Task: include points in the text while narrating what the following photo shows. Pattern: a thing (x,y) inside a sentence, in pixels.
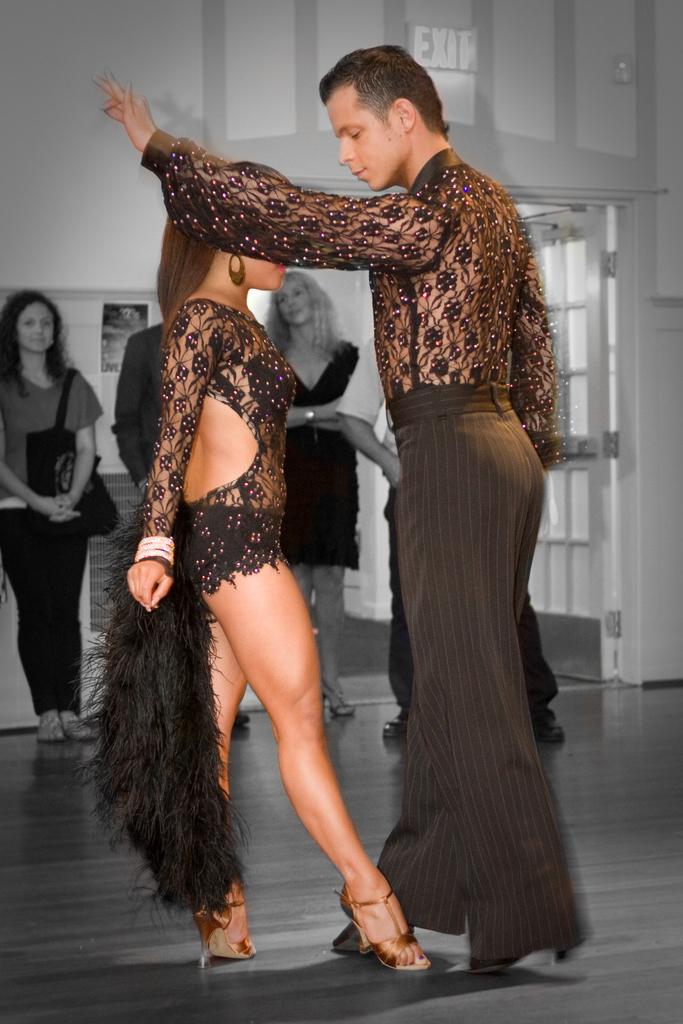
In the center of the image (416,603) we can see a man (413,584) and a lady (254,534) performing. In the background (544,664) there are people (313,576) standing and we can see a door (602,511). There is a board (457,58). At the bottom (128,947) we can see a floor (339,973).
